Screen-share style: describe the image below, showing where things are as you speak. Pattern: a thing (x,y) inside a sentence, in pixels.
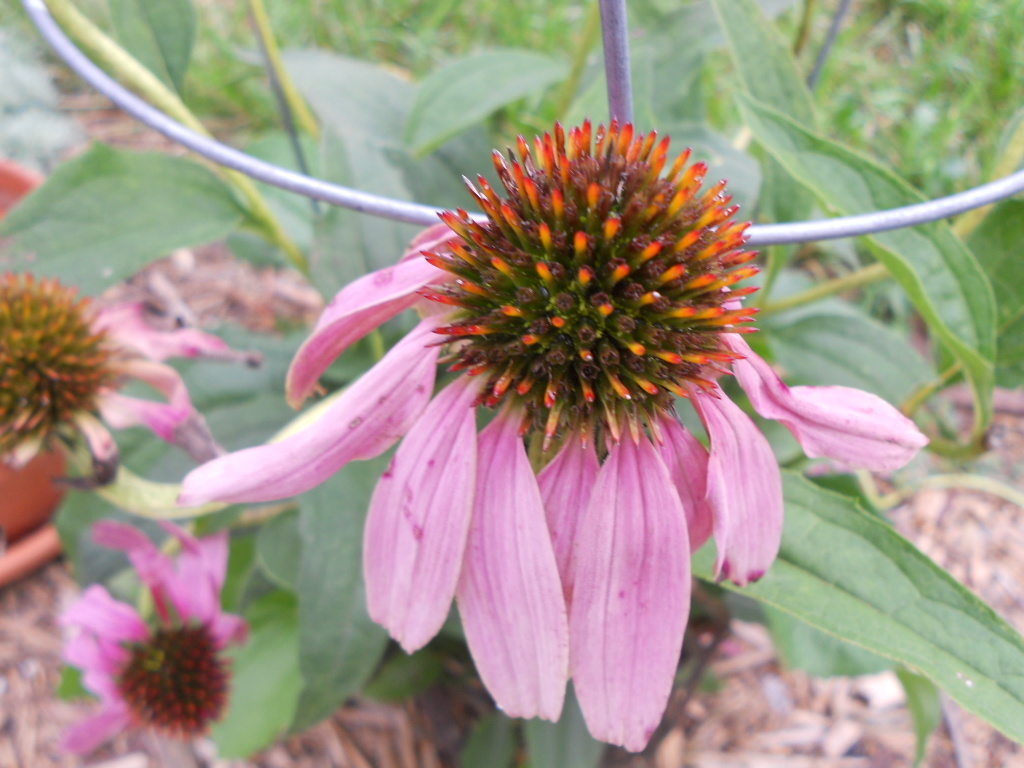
In this picture we can see some flowers (671,348) to the plants (994,303).
